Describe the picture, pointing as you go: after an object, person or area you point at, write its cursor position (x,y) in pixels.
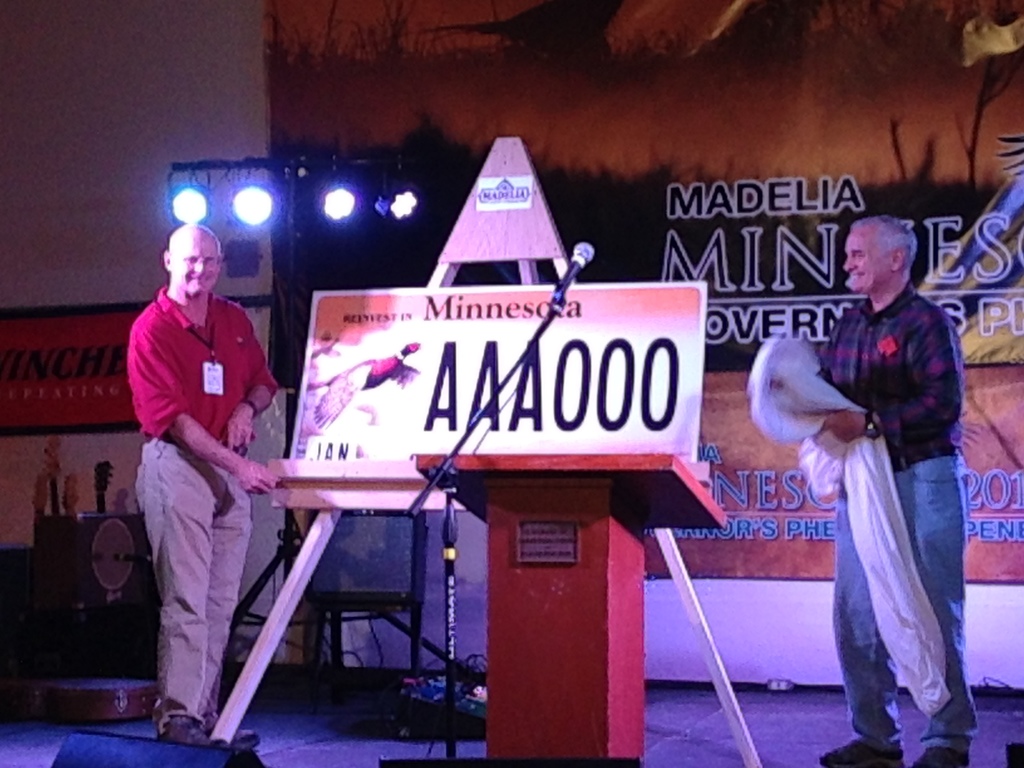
In this image we can see two people (835,599) standing. The man (853,675) standing on the right (953,570) is holding a cloth (812,419) in his hand (821,426). In the center (486,463) there is a podium (587,657) and we can see a mic (579,254) placed on the stand (447,670). In the background (501,368) there is a board (663,290), banner (617,3) and lights (264,214).
